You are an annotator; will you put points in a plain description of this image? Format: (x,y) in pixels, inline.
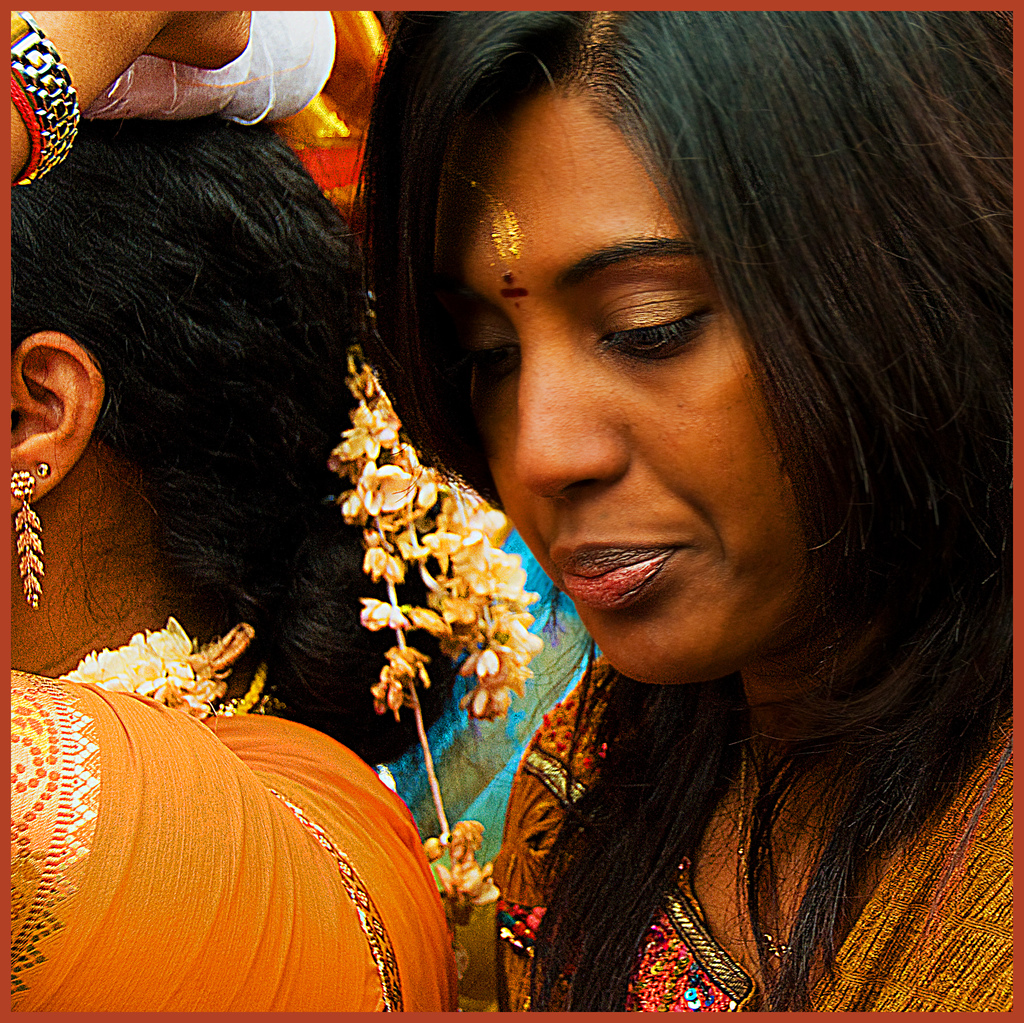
In this image, we can see two persons (593,680) wearing clothes (929,892).
